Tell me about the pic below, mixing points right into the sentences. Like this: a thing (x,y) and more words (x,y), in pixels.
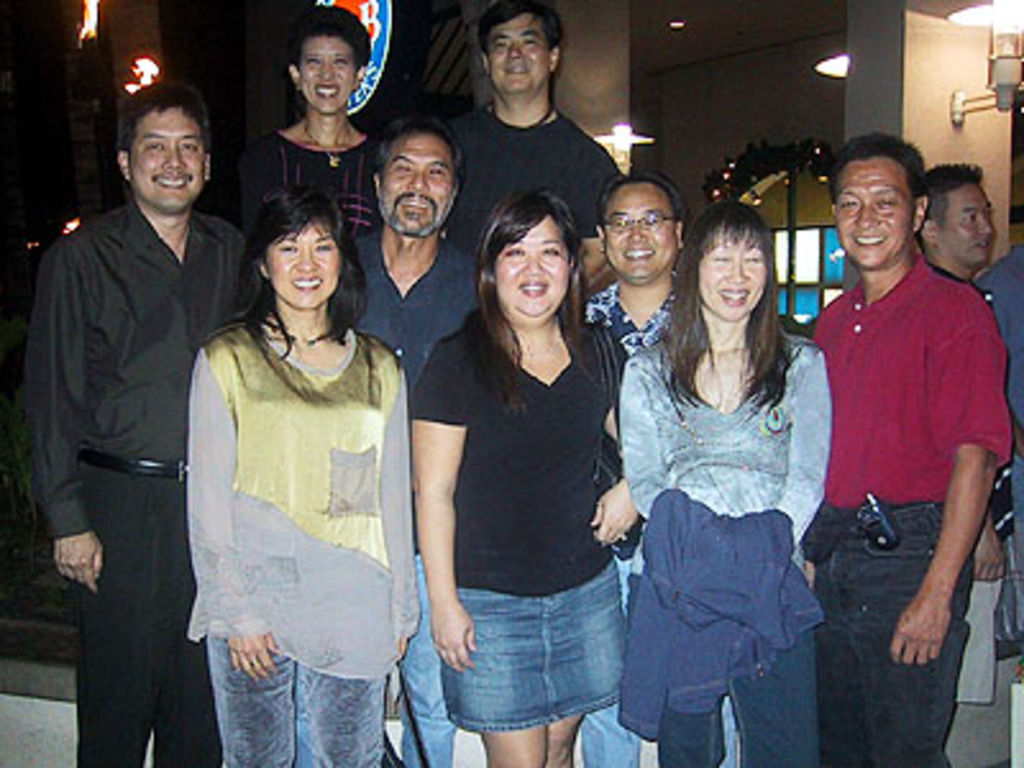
In this image we can see persons (854,406) standing and smiling. In the background (441,19) we can see walls (866,114), windows (804,259), doors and electric lights (963,110).
